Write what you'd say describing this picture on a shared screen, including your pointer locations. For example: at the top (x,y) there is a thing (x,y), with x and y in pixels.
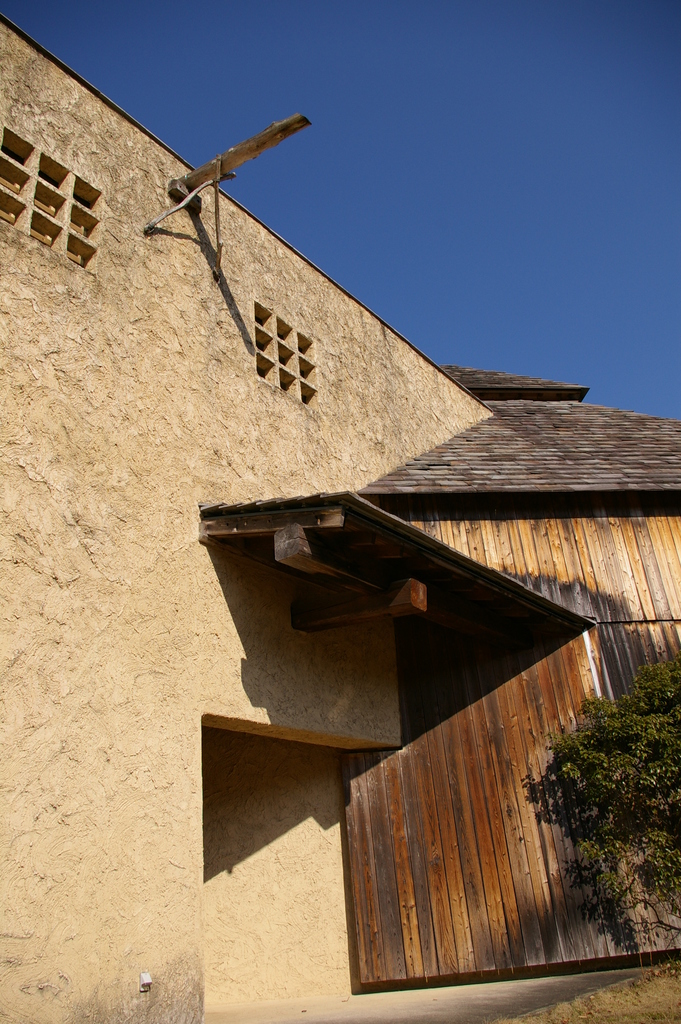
In this picture there is a building (545,732) and there is a wooden object (536,707) and a tree (628,715) in the right corner (590,748) and the sky (576,345) is in blue color.
